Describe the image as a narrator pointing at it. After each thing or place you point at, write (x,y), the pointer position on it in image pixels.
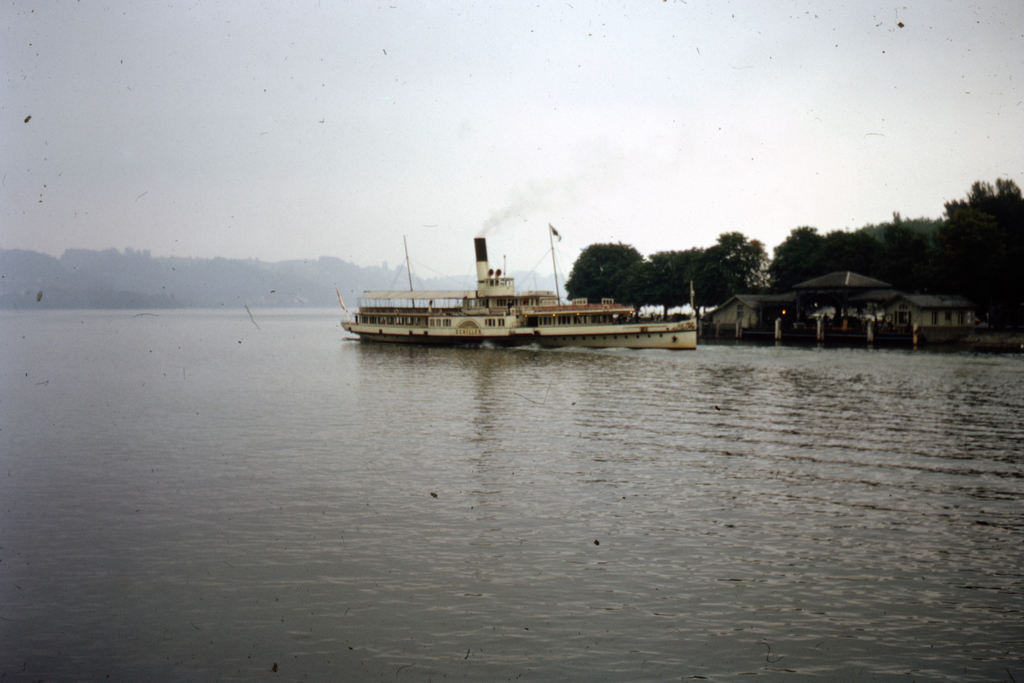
In the picture I can see a boat (544,340) on the water (539,348). In the background (626,272) I can see trees (678,263), the sky (526,232), houses (825,314), smoke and some other objects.
